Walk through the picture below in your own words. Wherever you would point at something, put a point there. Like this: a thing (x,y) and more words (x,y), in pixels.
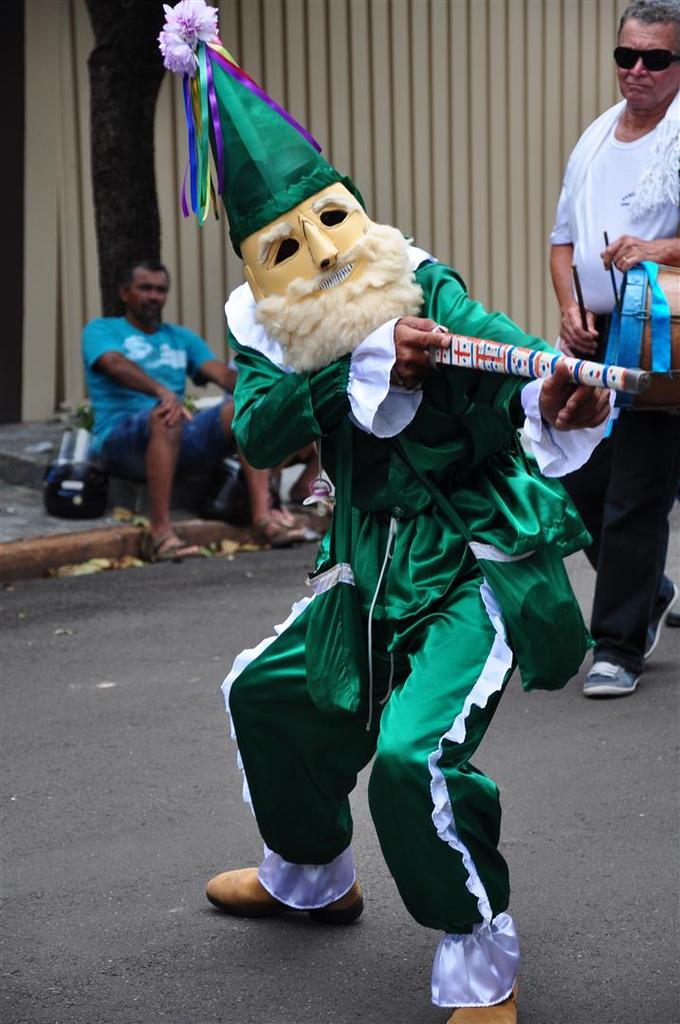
In this picture there is a man (310,652) who is wearing cap (256,201), mask (297,259), green dress (380,531), shoes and holding sticks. Behind him there is another man (605,598) who is playing a drum (645,329). On the left (168,385) there is a man (155,395) who is sitting on the floor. Besides him I can see the bag (75,452) and wooden partition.
